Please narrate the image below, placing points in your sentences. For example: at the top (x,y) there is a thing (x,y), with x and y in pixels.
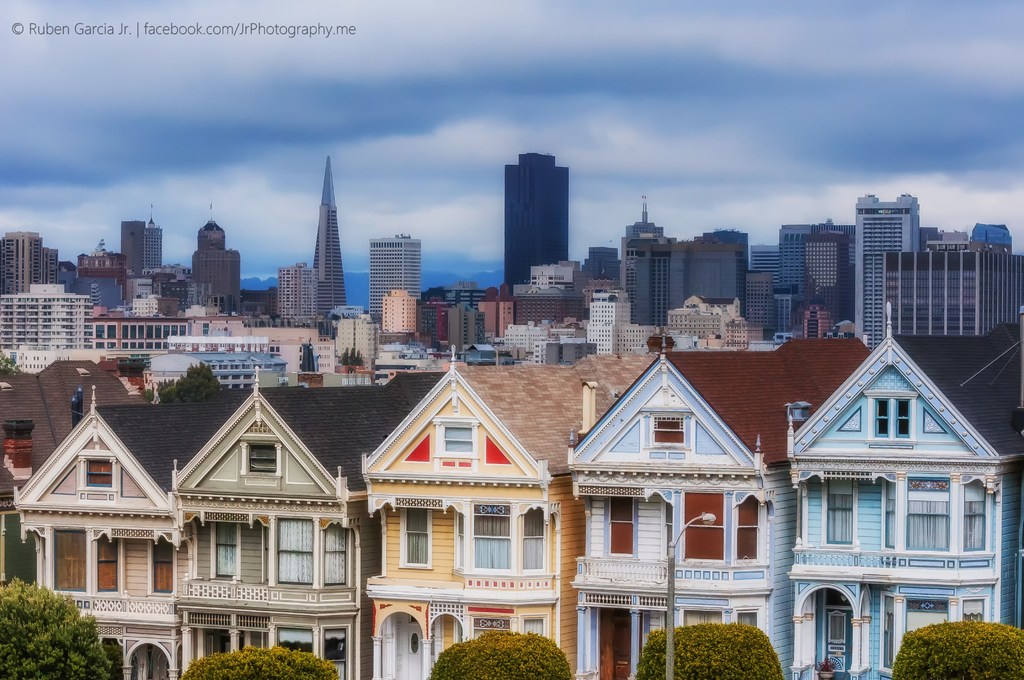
In the foreground of the image (885,590) we can see the street lights (669,633), some buildings (645,466) with different colors and trees (21,668). In the middle of the image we can see trees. On the top of the image (39,226) we can see the sky (520,114).
